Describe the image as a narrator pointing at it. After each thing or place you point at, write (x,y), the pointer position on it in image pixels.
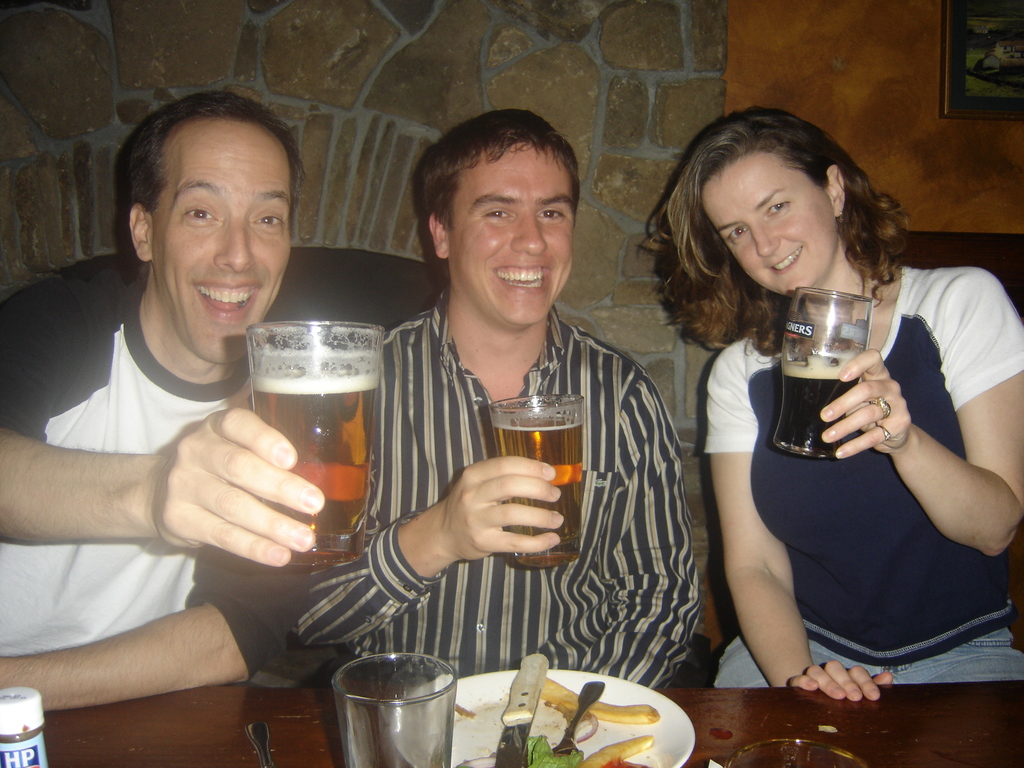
there are three persons (588,343) sitting and smiling holding glasses (804,417). In front of them there is a table (213,726). On the table (211,699) there is a glass (434,715), plate (638,735), bottle (29,730), food items (597,709), fork (582,711) and knife (523,699). In the background (407,101) there is a brick wall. In the right corner (975,87) there is a photo frame (976,83).
